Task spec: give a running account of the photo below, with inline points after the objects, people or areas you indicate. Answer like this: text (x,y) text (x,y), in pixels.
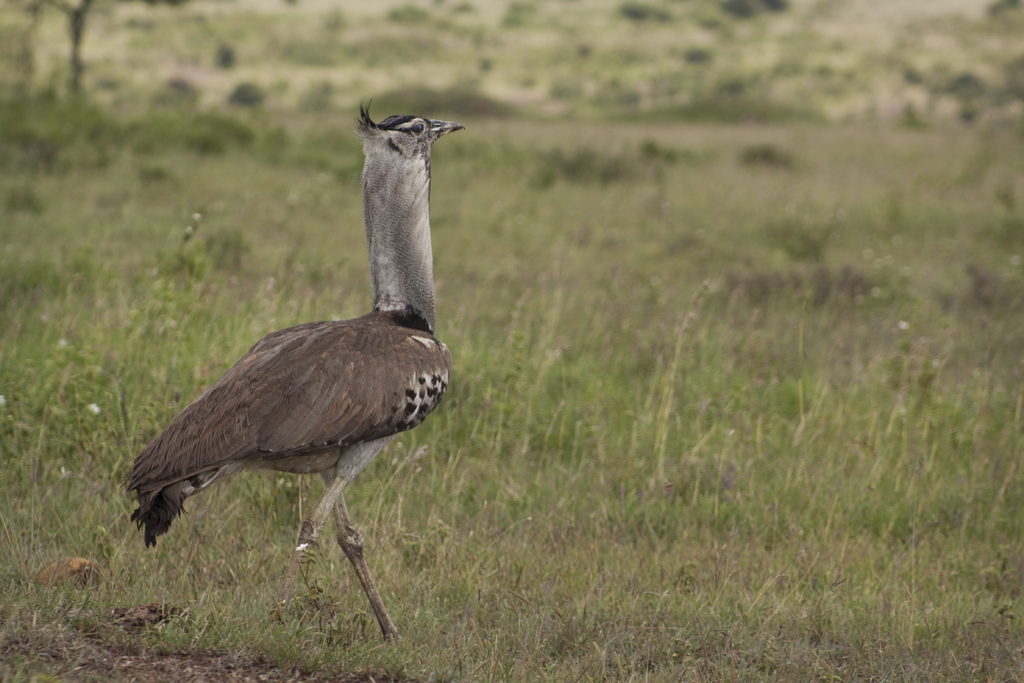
In the image we can see a bird (370,183), which is of brownish, white and black in color and we can see that it is standing on the grass (355,587).
